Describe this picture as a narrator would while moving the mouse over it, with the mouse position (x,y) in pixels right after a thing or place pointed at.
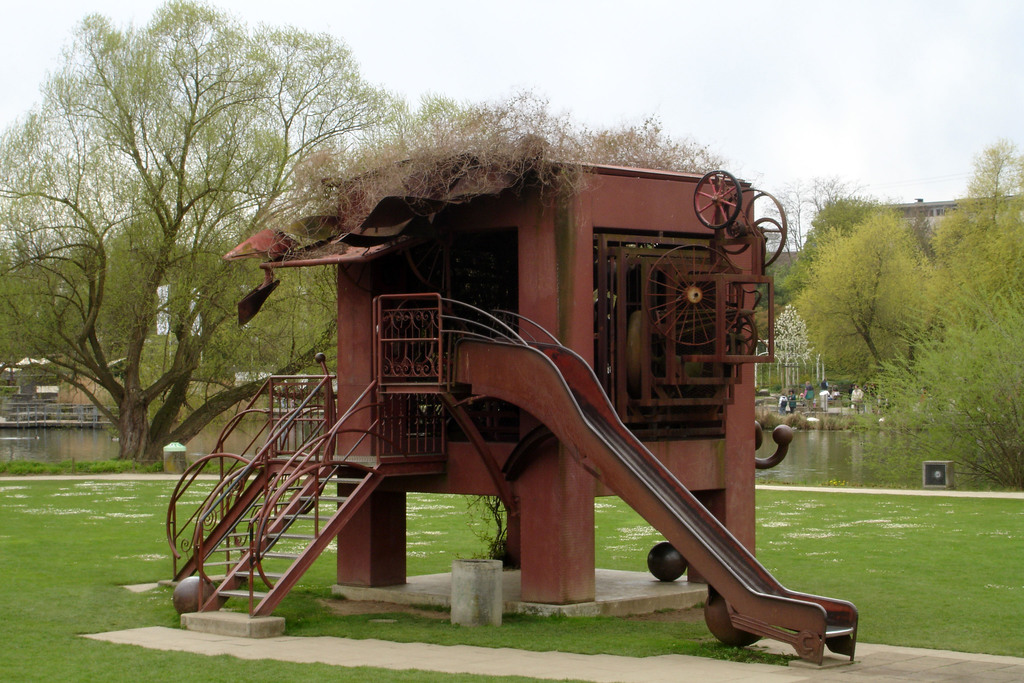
In this picture we can see grass (260,667) at the bottom (279,672), there are stairs (371,430) and a slider (607,440) in the middle (559,427), we can see trees (973,357), water (851,443) and a building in the background (125,260), we can see the sky (410,47) at the top of the picture (410,47).
